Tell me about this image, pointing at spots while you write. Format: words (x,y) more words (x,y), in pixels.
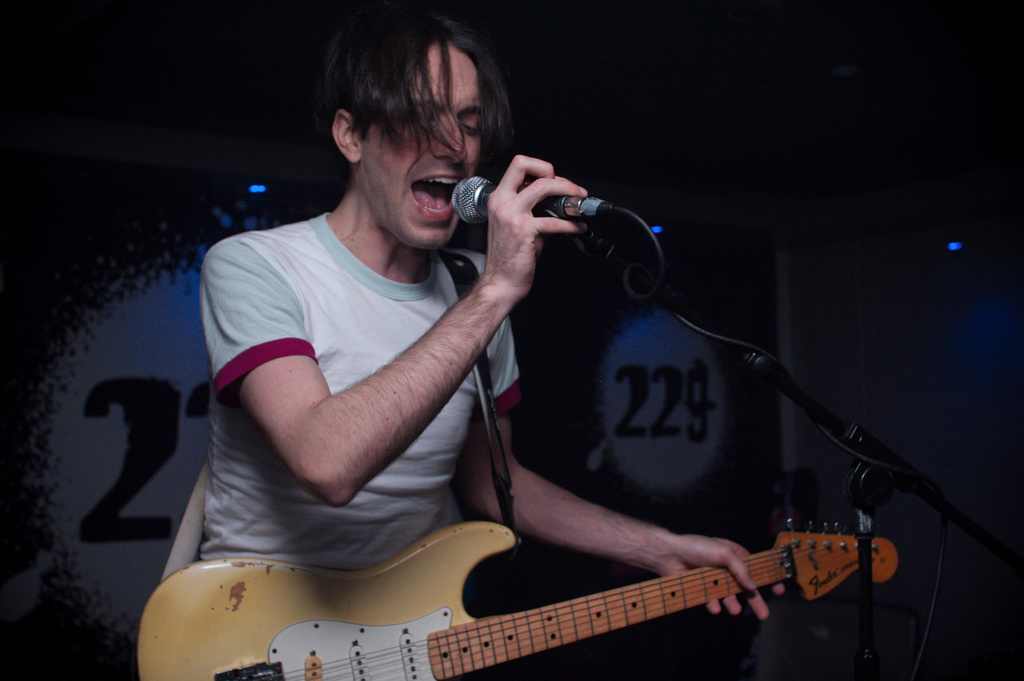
In this image I can see a person (416,237) standing and holding the guitar (472,569) and the mic (568,199).
